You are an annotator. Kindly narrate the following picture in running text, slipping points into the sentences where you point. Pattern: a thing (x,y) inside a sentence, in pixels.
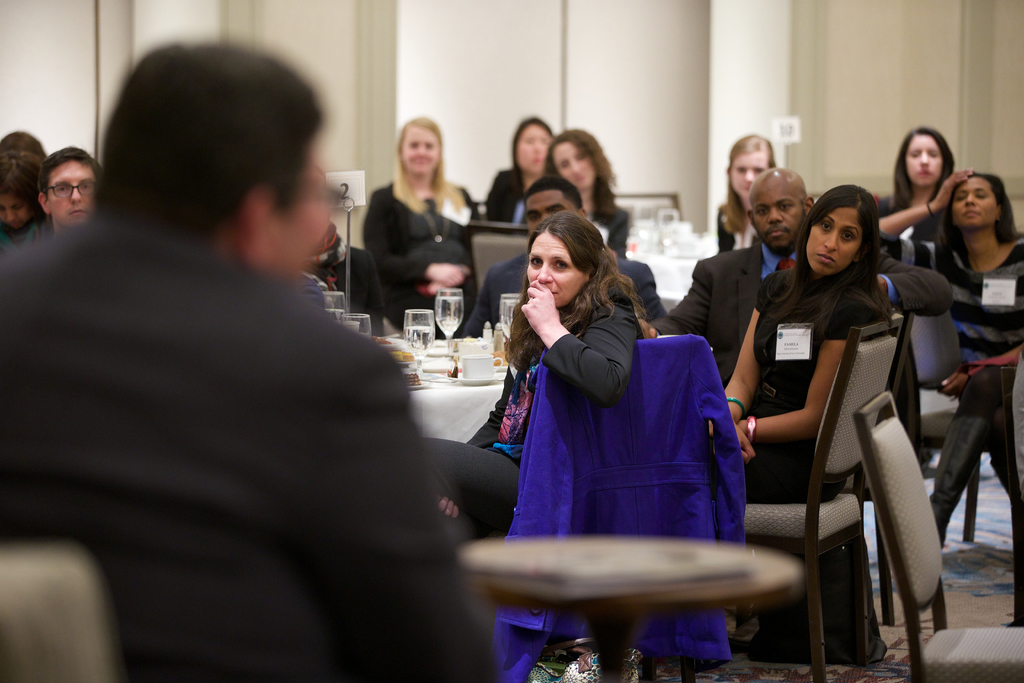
In this image we can see a group of people (976,236) sitting on chairs (889,484) placed on the floor (948,593). On the left side of the image (317,460) we can see a person (213,347) wearing a coat (193,405). One person (67,213) is wearing spectacles (60,190). On the table (413,344) we can see group of glasses (511,307), a tea cup (492,360) placed on a saucer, a board (353,188) with some text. In the foreground (701,591) we can see a table (744,593) and a chair (923,598).
